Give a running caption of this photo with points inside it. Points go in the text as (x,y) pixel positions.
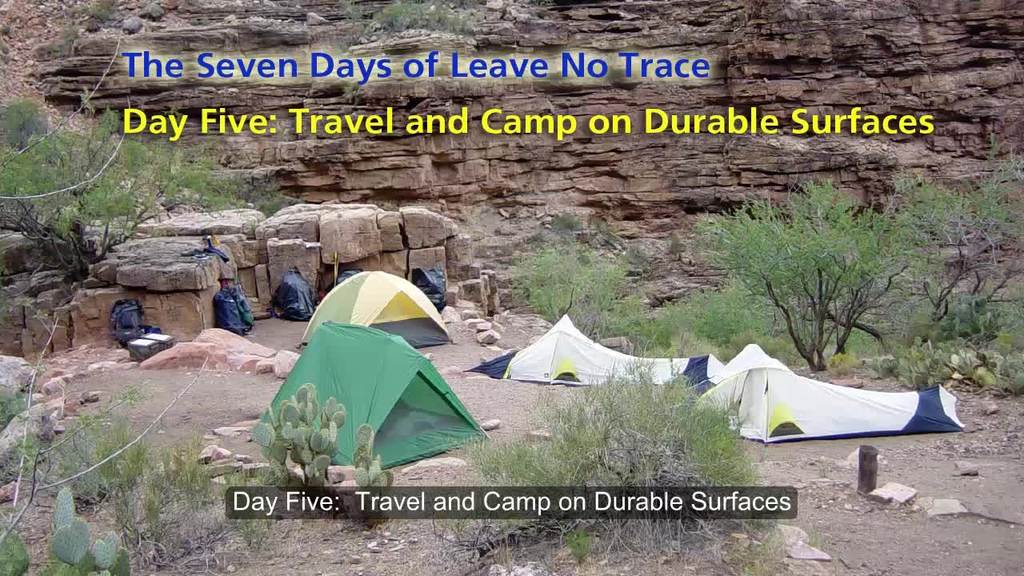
This picture is clicked outside. In the foreground (374,544) we can see the grass (568,294), plants (298,420), rocks (67,364), tents (357,392) and bags (299,296), we can see some other objects (146,351). In the background (648,79) we can see the rocks (640,97) and we can see the text (497,124) on the image.
